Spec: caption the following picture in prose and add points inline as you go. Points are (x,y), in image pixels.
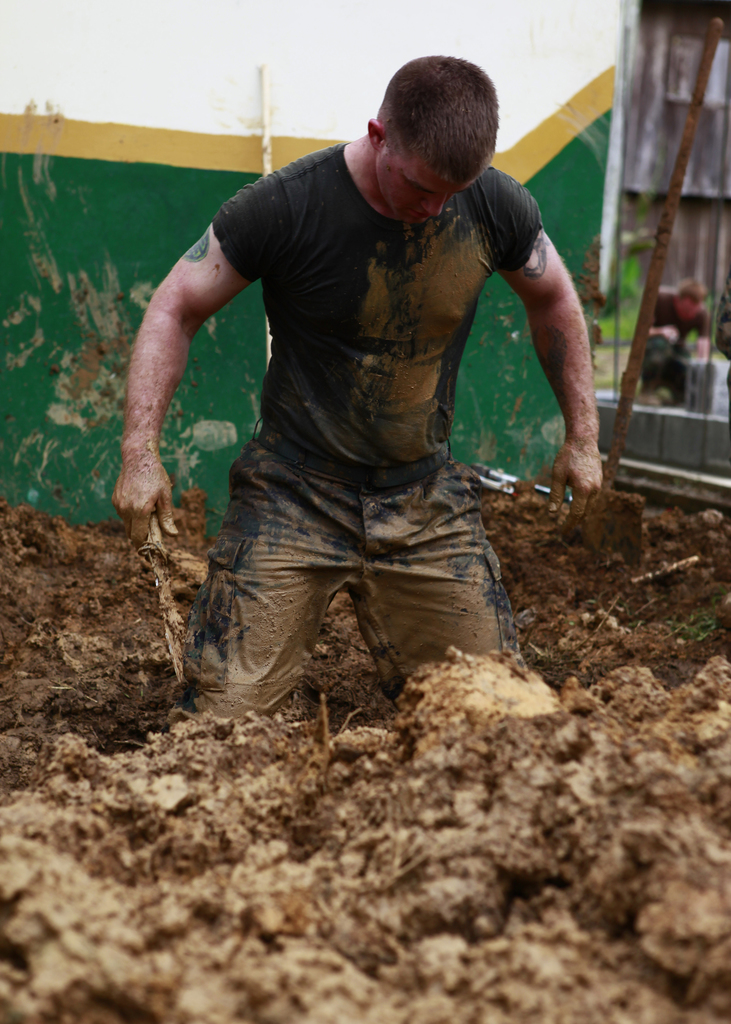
In this picture there is a man (382,642) holding an object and we can see mud (50,535). In the background of the image (216,150) we can see a person (681,296), wall (689,252) and objects (685,134).
